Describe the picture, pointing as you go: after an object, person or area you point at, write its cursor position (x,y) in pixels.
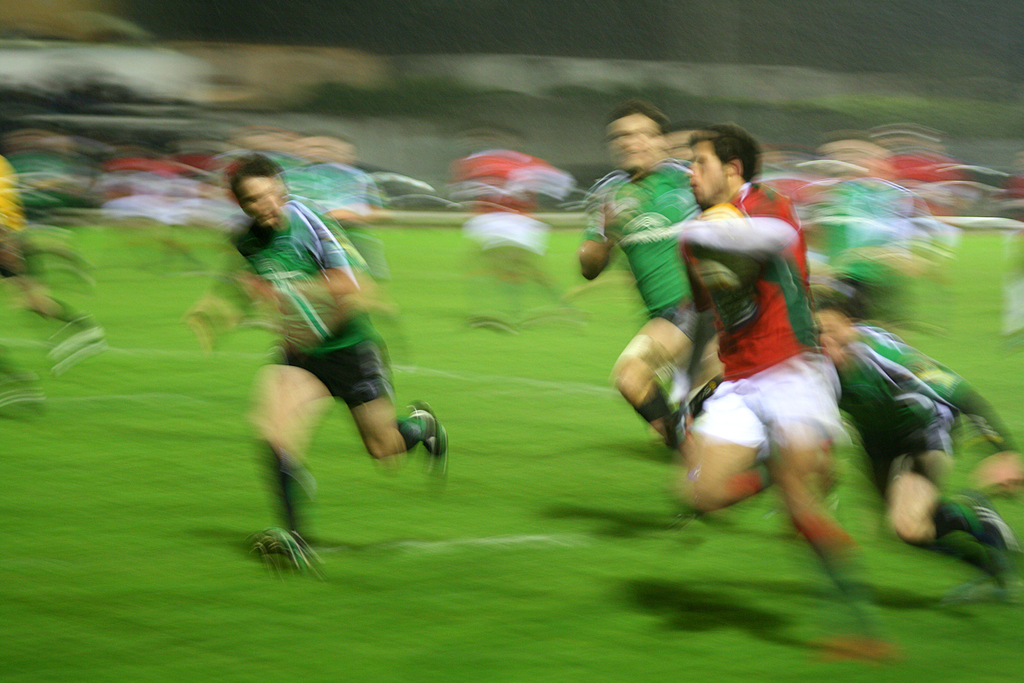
In the center of the image (365,236) there are people (149,220) running. At the bottom of the image (506,600) there is grass (374,638).
